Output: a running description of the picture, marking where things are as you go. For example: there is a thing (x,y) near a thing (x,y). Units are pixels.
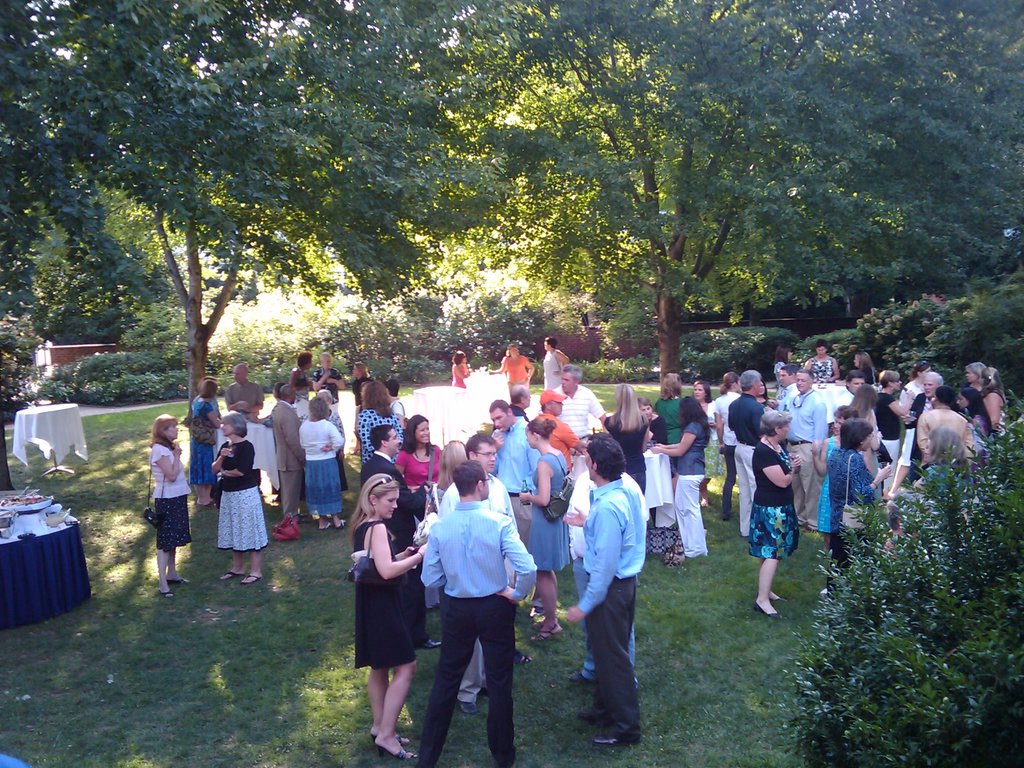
On the right (853,538) there are plants (949,665) and trees (1003,320). In the center of the picture (553,481) there are people (799,452) standing. On the left (40,490) there are tables (26,551), plates (24,510) and some dishes (19,506). In the background of the picture (406,310) there are plants (276,336) and trees (481,164).
